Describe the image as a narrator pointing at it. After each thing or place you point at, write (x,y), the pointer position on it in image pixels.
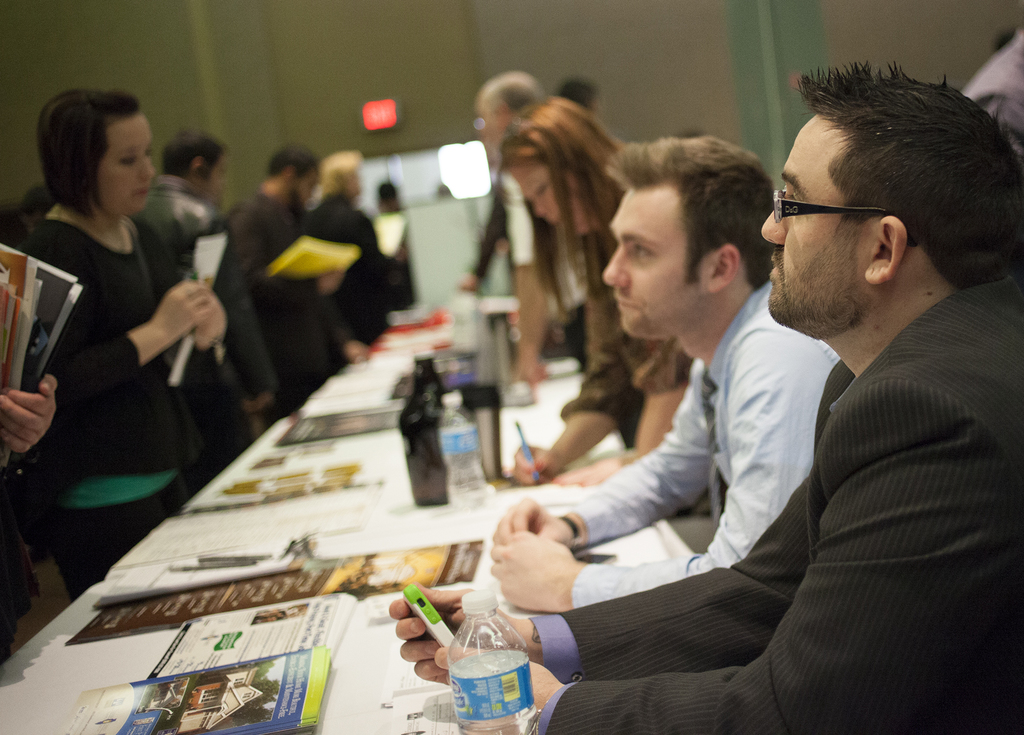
In this image there are some people (655,408) who are sitting, and some of them are standing and holding books (290,250) and in the center (371,474) there is one table (492,580). On the table (453,588) there are some books (367,581), bottles (412,459) and some papers (246,480) and some other objects (473,356) and in the background (491,59) there is a wall (346,58) and window (366,165).
